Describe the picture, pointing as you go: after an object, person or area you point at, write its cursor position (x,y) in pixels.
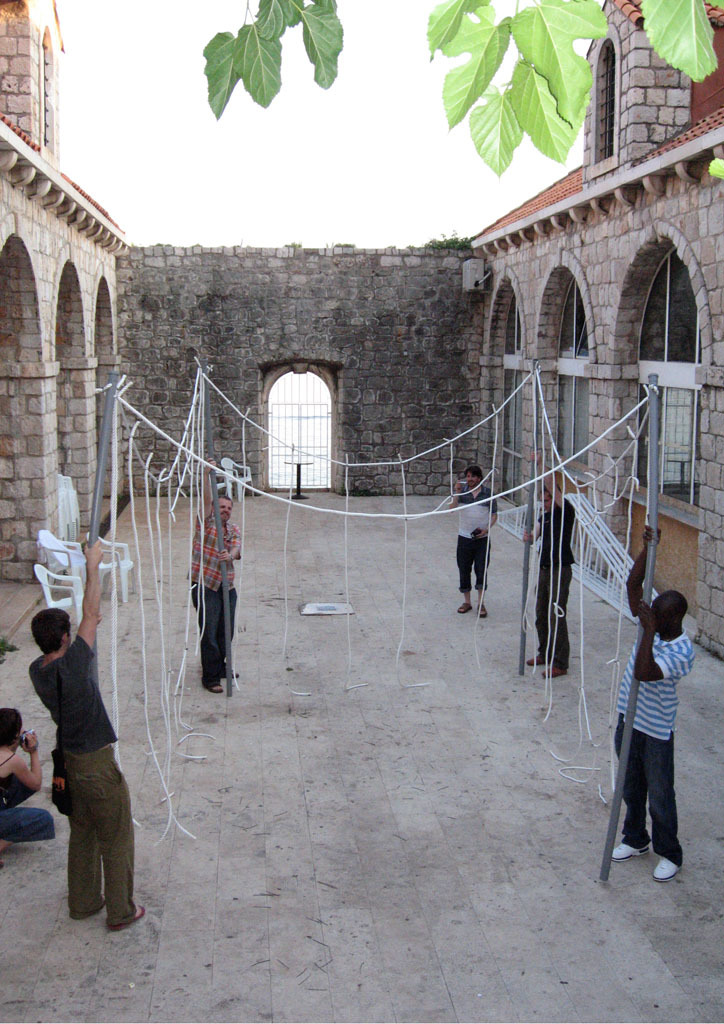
This image is taken from inside the fort (26,550). In this image we can see there are a few people (642,684) standing and holding the poles (216,502) and some threads (191,548) are connected to this pole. On the left side of the image (18,785) we can see there is a girl (17,787) taking pictures with the camera (22,741) and there are some chairs (77,553). In the background (366,213) there is a sky (274,183). At the top of the image (252,49) we can see there are some leaves (318,37) of a tree (473,89).
